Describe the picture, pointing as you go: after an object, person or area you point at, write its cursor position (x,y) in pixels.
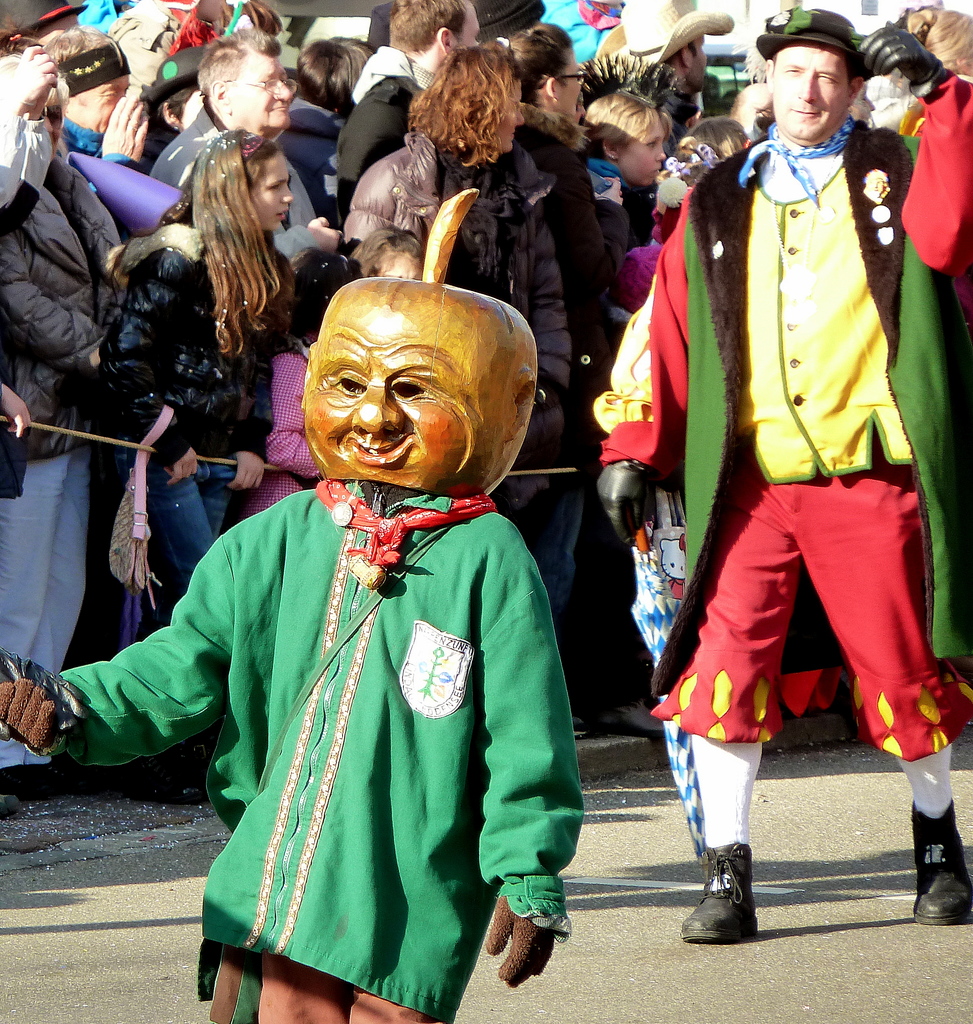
There are group of people (29,138) and these two people (805,304) wore costumes (258,771). We can see rope (104,437).
